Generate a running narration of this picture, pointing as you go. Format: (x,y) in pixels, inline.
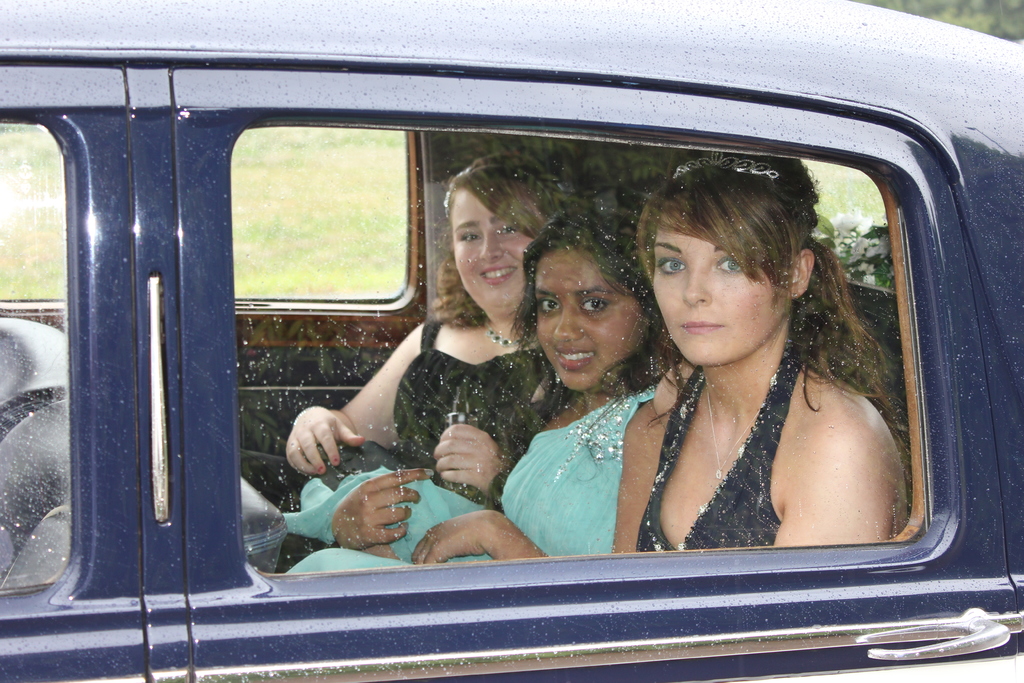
This picture shows three women (455,205) travelling in a car (583,185).
